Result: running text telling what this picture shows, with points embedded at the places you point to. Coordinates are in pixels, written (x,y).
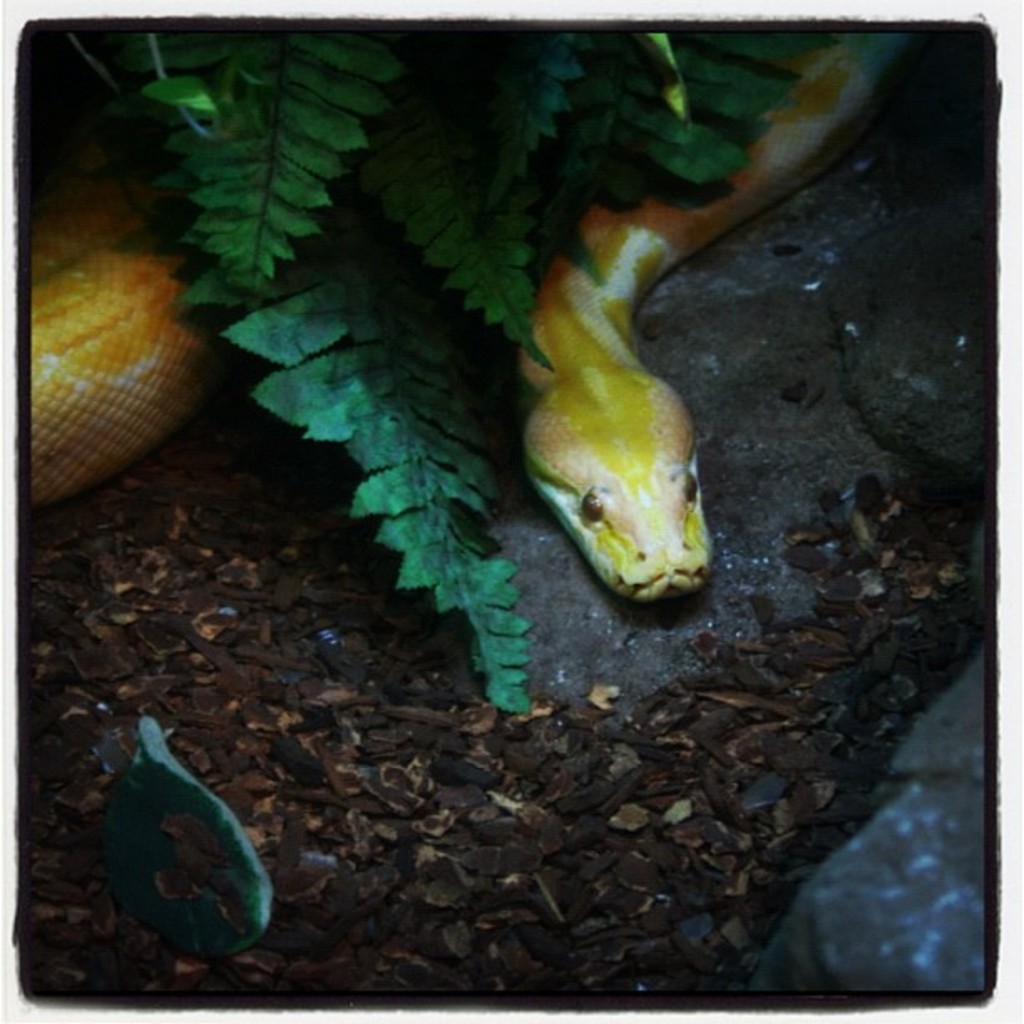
In this image I can see a snake (589,398) on the floor (778,652). Beside that there are some green color leaves (360,148).
